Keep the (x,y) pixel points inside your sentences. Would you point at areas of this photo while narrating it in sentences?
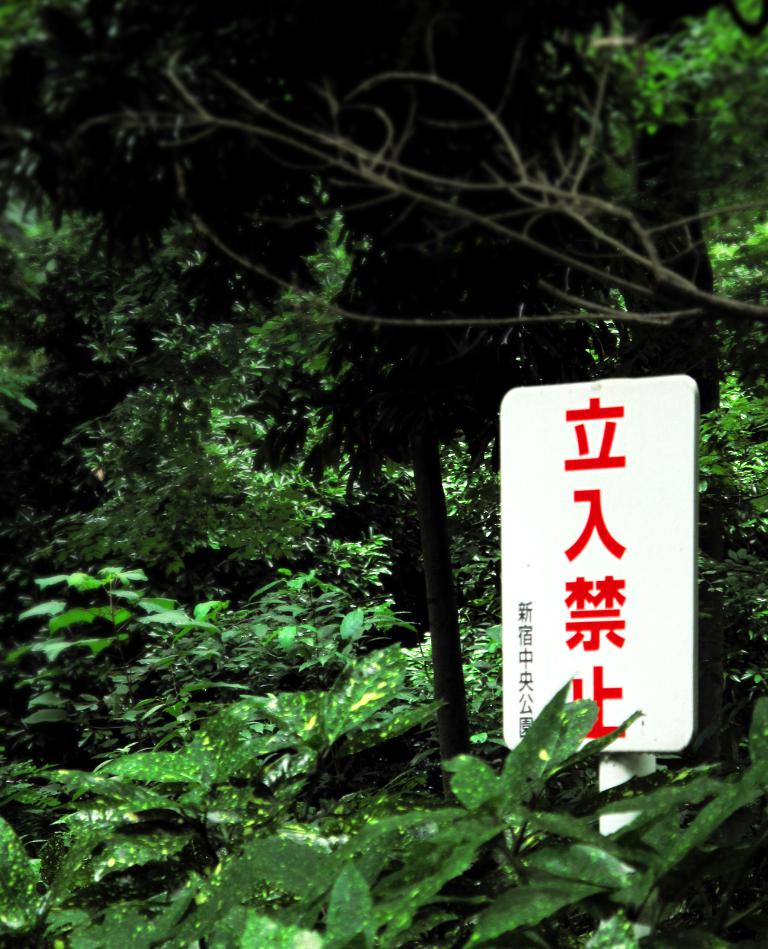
This image is taken outdoors. In this image there are many trees (172,392) and plants (589,819) with green leaves (328,806). On the right side of the image (565,526) there is a board (569,538) with a text (585,541) on it.
